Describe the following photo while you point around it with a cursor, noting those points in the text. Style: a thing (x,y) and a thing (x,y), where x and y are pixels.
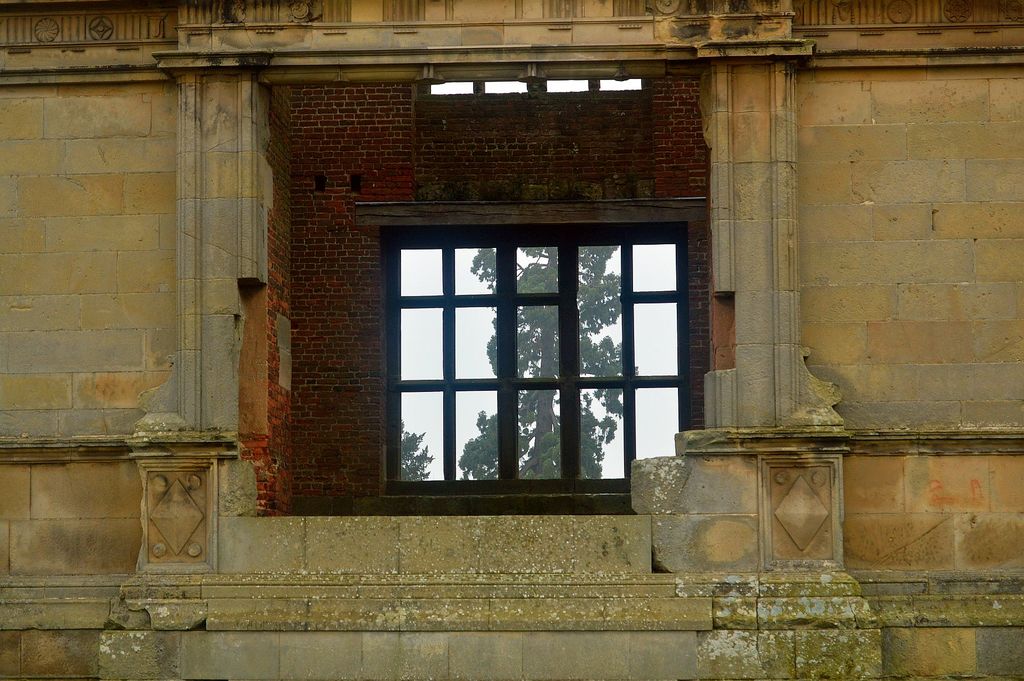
In the center of the picture (394,270) there is a window (549,313) and there is a brick wall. In the foreground of the picture (350,31) there is a building (797,407).
